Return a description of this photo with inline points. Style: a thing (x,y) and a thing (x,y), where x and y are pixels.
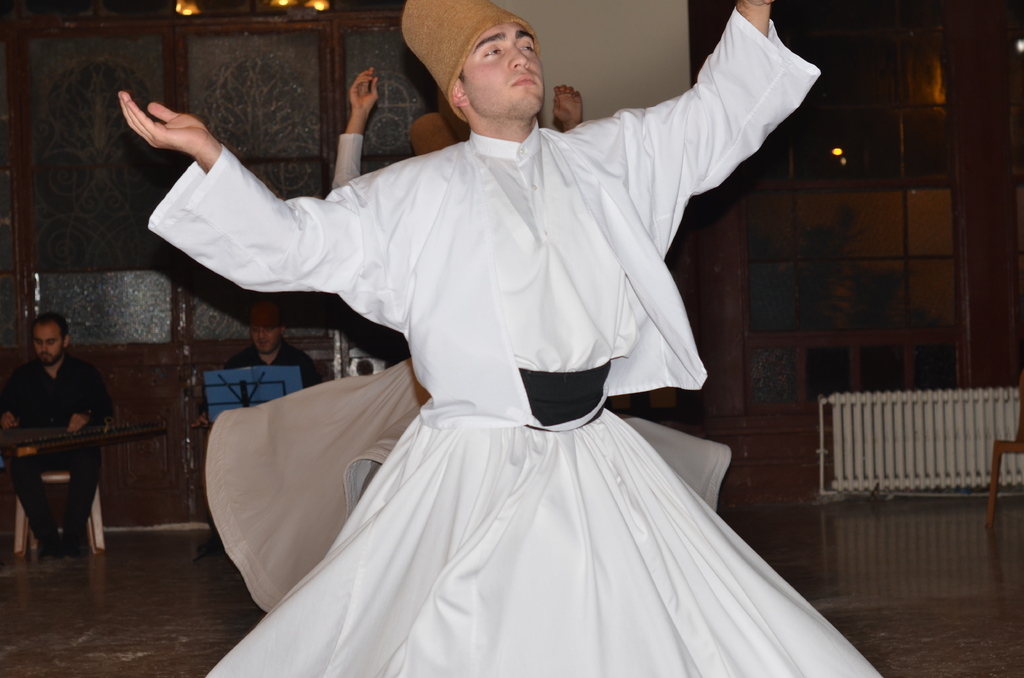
This picture is taken inside the room (438,97). In this image, in the middle (557,299), we can see a man (543,179) wearing a white color dress (545,454) is dancing. On the left side (93,399), we can also see another person (90,511) wearing a black color dress (97,413) is sitting on the chair (48,474) and holding some object (42,439) in his hand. On the right side (962,409), we can also see a chair (995,490), grill (992,424), glass window (825,369). In the background (360,412), we can see another person (315,415) is dancing. In the background (262,388), we can also see another person (303,362) sitting behind a stand (238,377), which is in blue color. In the background (248,54), we can also see a glass (373,53). At the bottom (122,609), we can see a floor (788,536).
